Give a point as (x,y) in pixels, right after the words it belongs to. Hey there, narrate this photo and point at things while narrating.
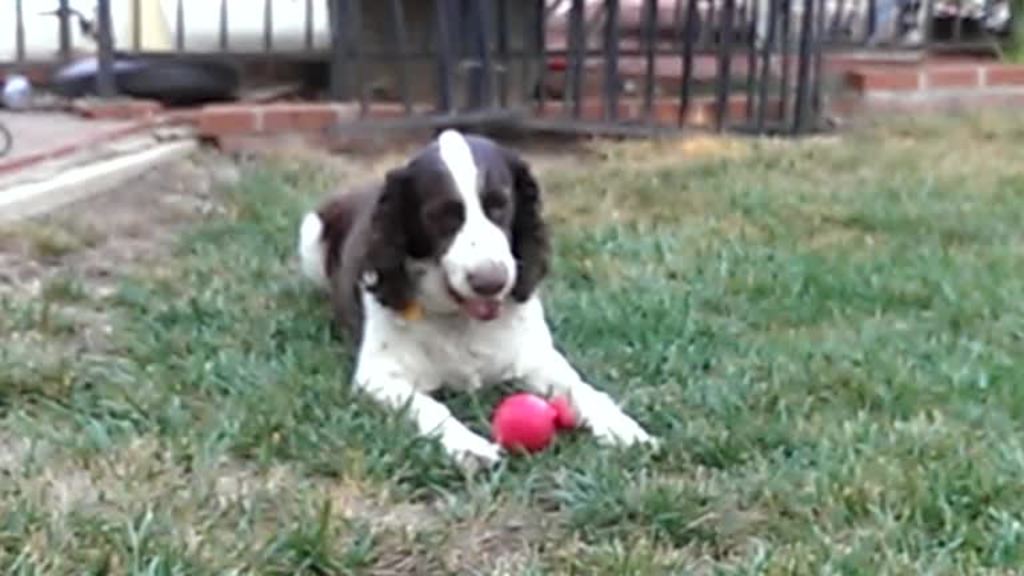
A black and white dog (416,243) is sitting on the grass (656,144). There is a fencing (813,39) at the back (713,49).
